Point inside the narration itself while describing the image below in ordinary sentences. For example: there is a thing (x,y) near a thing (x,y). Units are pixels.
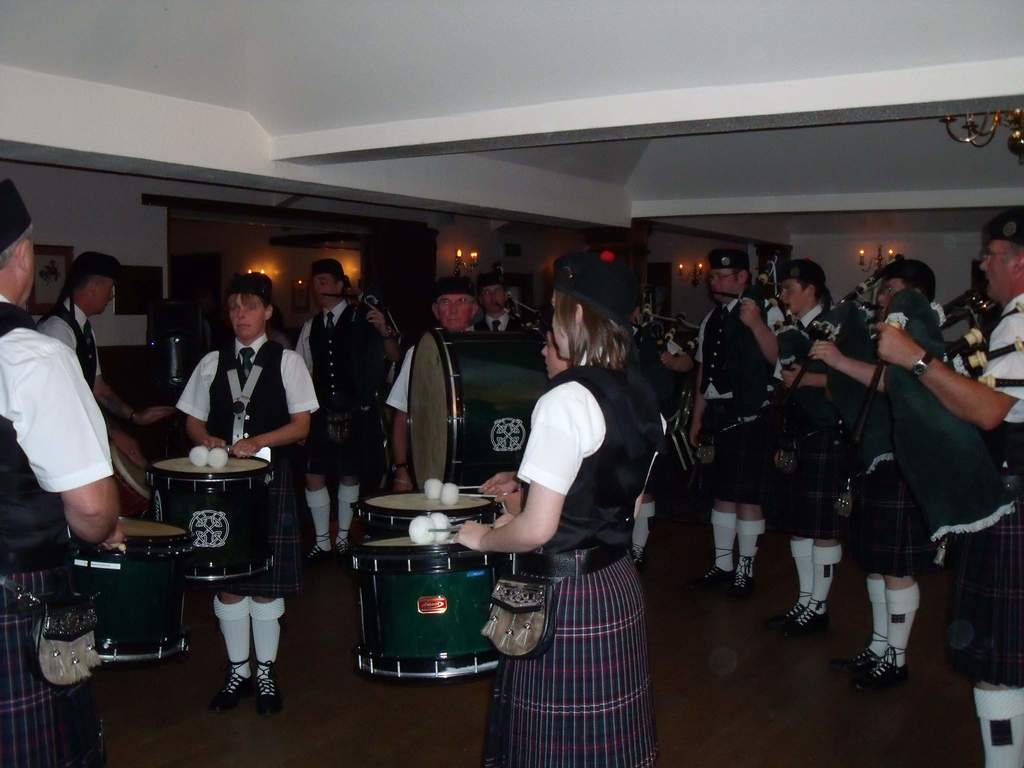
In this picture there are few persons (580,446) wearing white and black dress (578,430) are standing and playing musical instruments (473,398) and there are few lights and some other objects (420,275) in the background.
